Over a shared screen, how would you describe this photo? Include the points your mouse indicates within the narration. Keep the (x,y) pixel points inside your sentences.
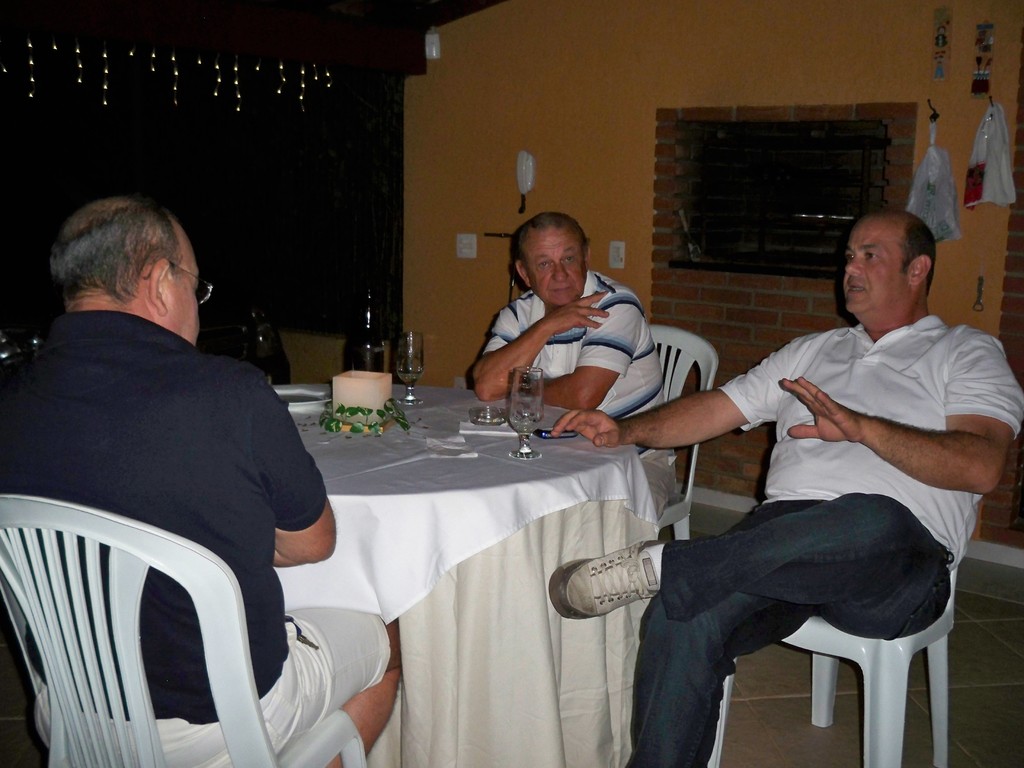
In this image i can see three man (826,505) sitting there are two glasses (408,364), a candle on a table (425,582) at the background (469,232) i can see a wall (773,43), a grill (788,205) and a carry bag (933,221).
